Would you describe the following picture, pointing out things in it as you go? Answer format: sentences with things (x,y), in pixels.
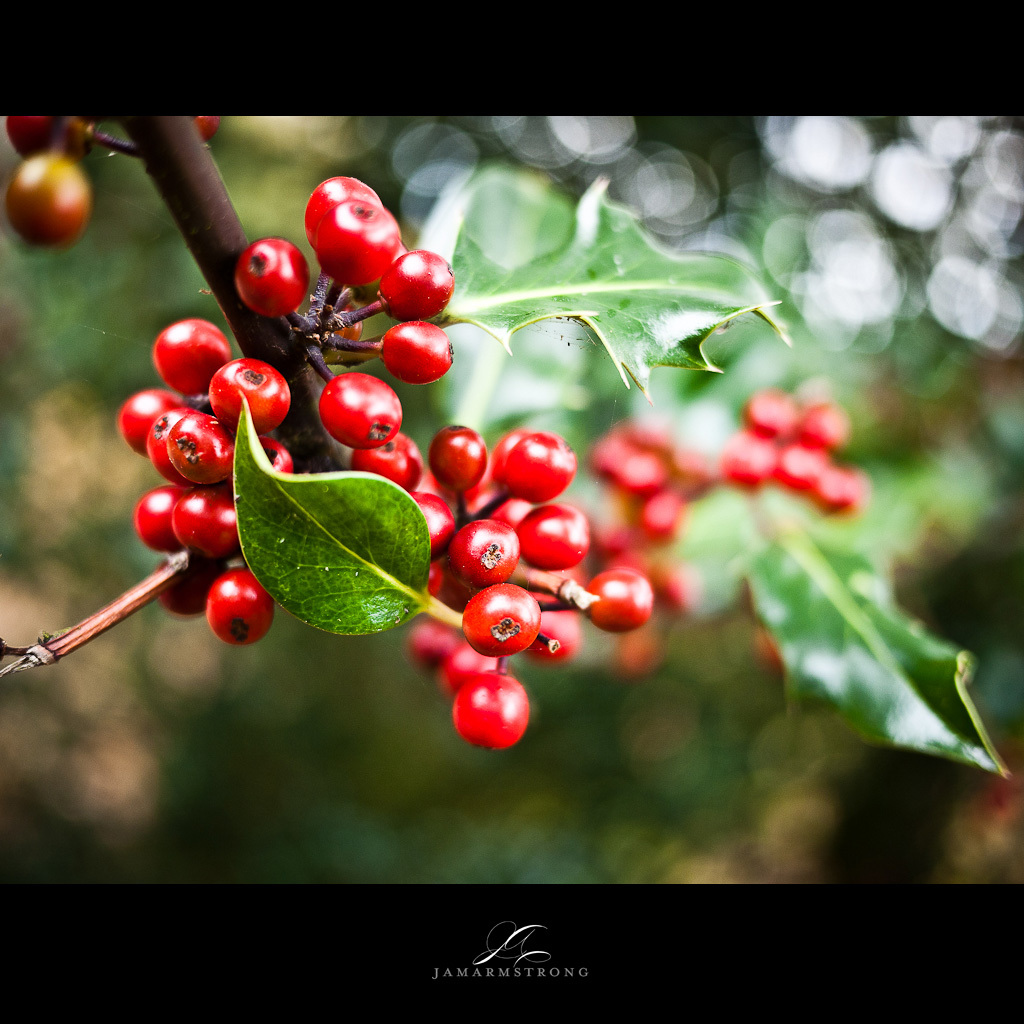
This image looks like a photo frame (216,42) in which I can see a berry like fruit tree (402,434) and plants (358,590).
